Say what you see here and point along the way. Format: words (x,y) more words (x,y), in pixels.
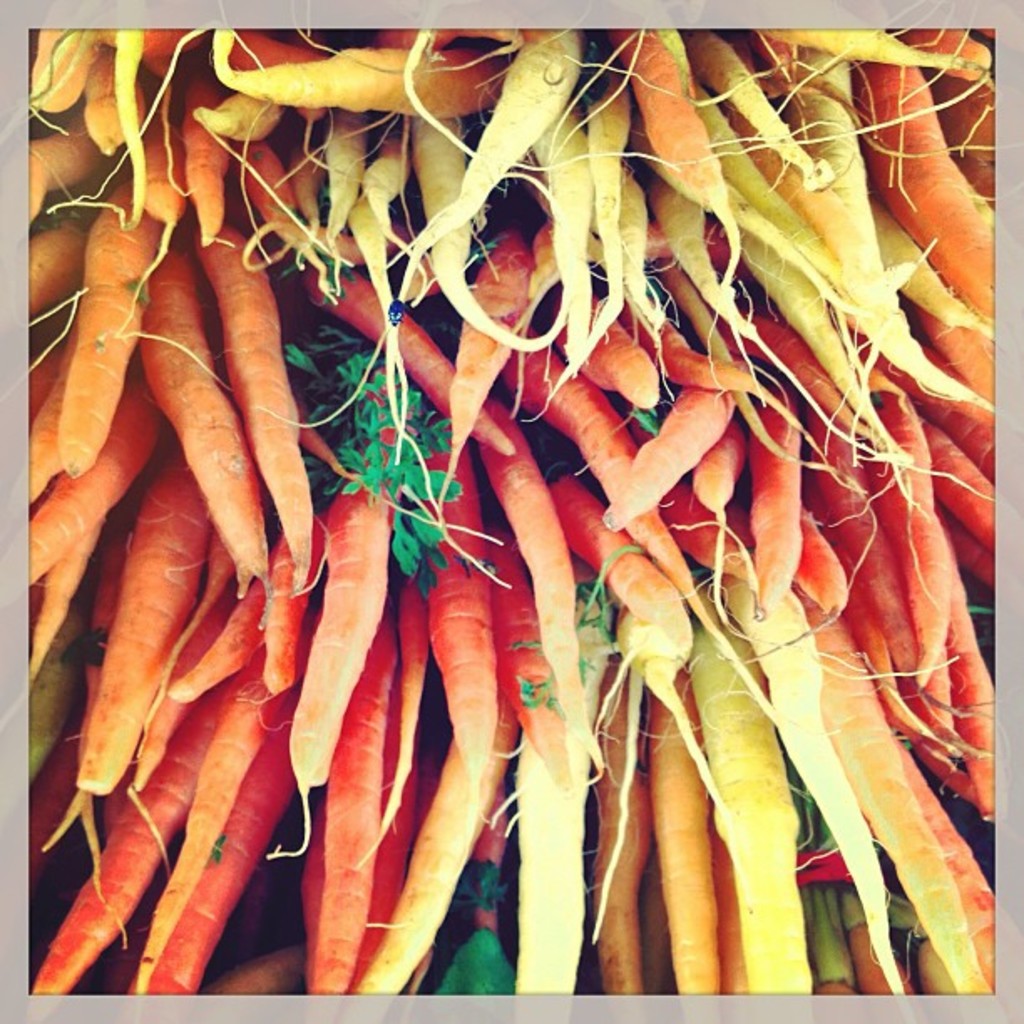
In this image we can see some carrots (248,760) and there are some leaves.
